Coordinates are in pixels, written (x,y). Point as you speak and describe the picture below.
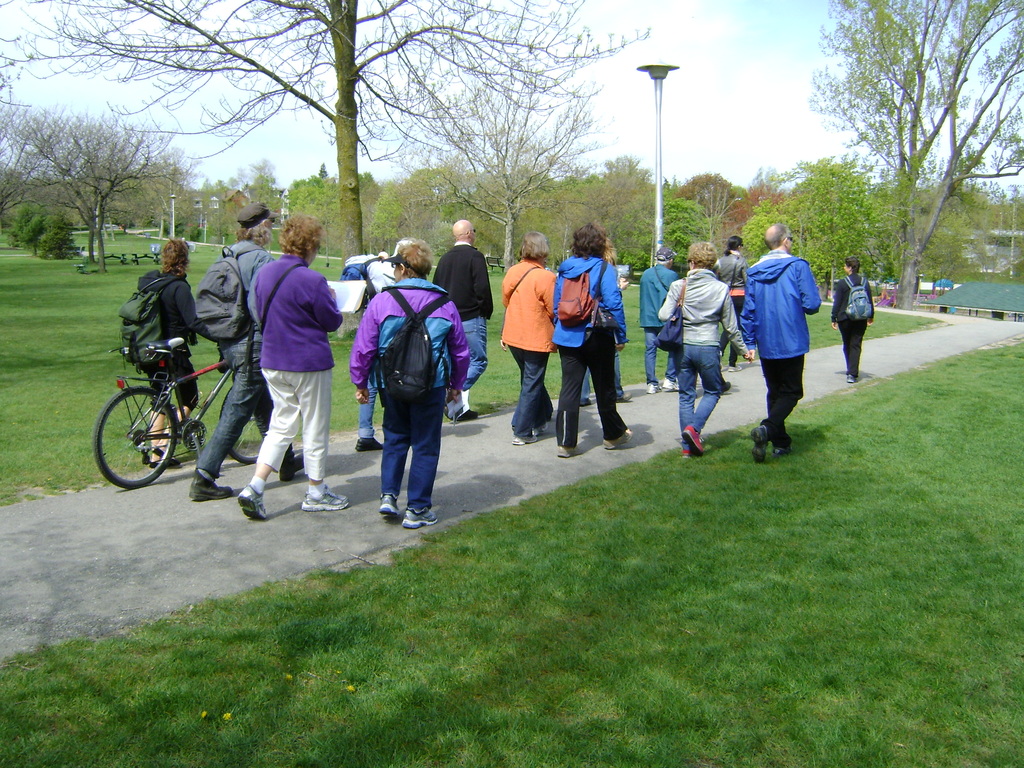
in picture there is a road (113,503) in which many people (443,361) are walking on the road (244,467) one person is walking on the road (159,496) with a cycle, there is grass (460,652) near the road (115,517) there are many trees (267,184) poles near the road (133,502) there is a clear sky (233,173) there are many buildings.
